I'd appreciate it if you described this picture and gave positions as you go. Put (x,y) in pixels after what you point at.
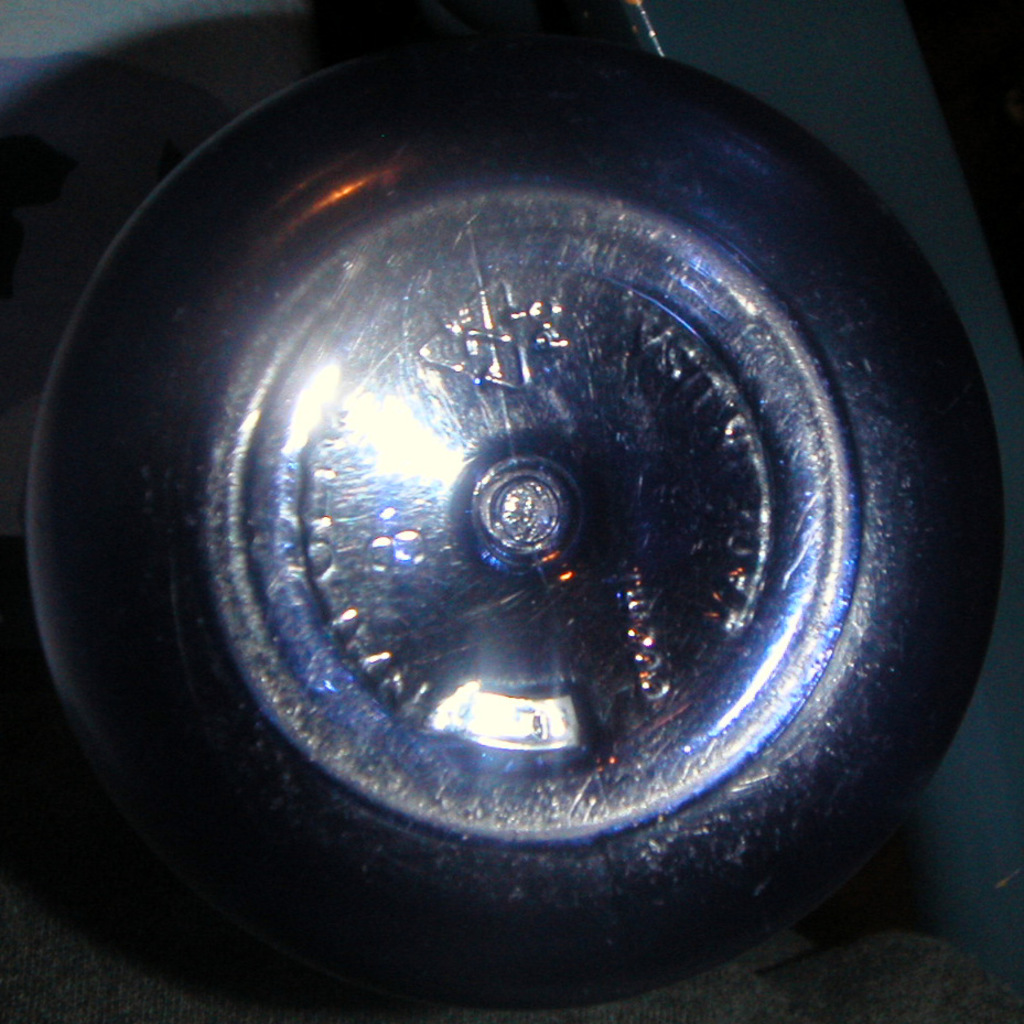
There is a black color bottle bottom (475,517).
